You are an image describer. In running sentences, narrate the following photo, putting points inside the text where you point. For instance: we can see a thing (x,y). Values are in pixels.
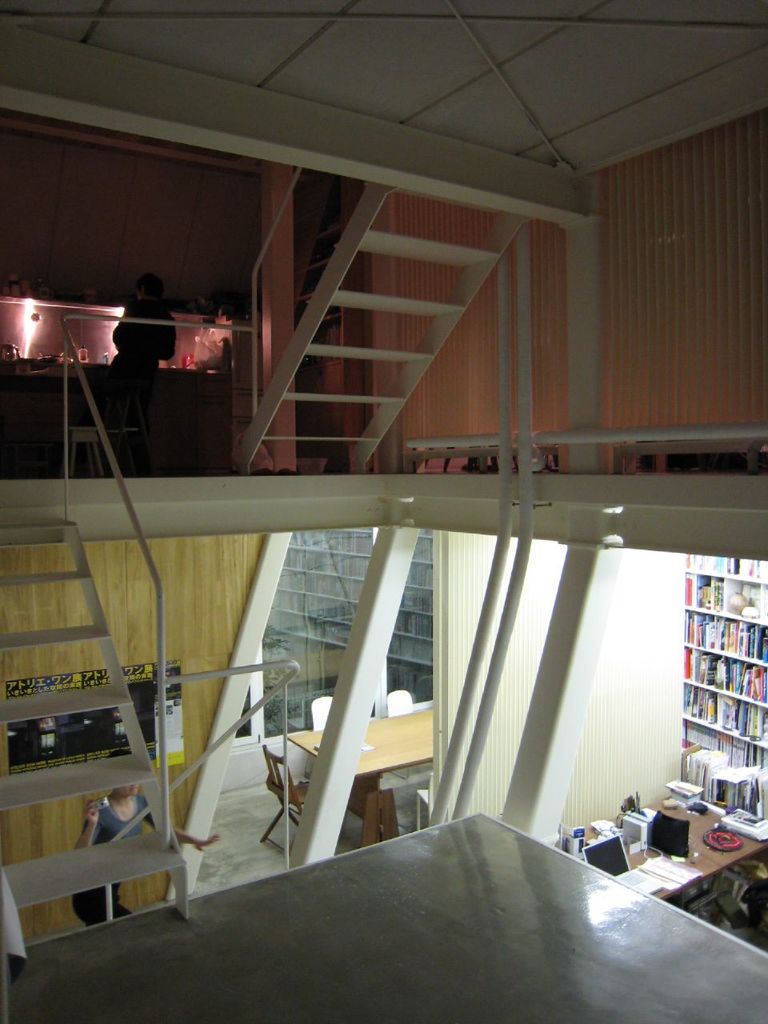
In this image, we can see some stairs (131,873) and the railing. We can see the ground (402,805). There are a few people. We can see some tables (414,758). Among them, we can see some objects (633,842) like a laptop (629,874) on one of the tables (392,728). We can see some chairs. We can see some shelves (762,607) with objects (736,681). We can see the wall (191,752) with a poster (174,735). We can see some glass (306,664). We can see the roof (451,107). We can see some poles (528,415).
